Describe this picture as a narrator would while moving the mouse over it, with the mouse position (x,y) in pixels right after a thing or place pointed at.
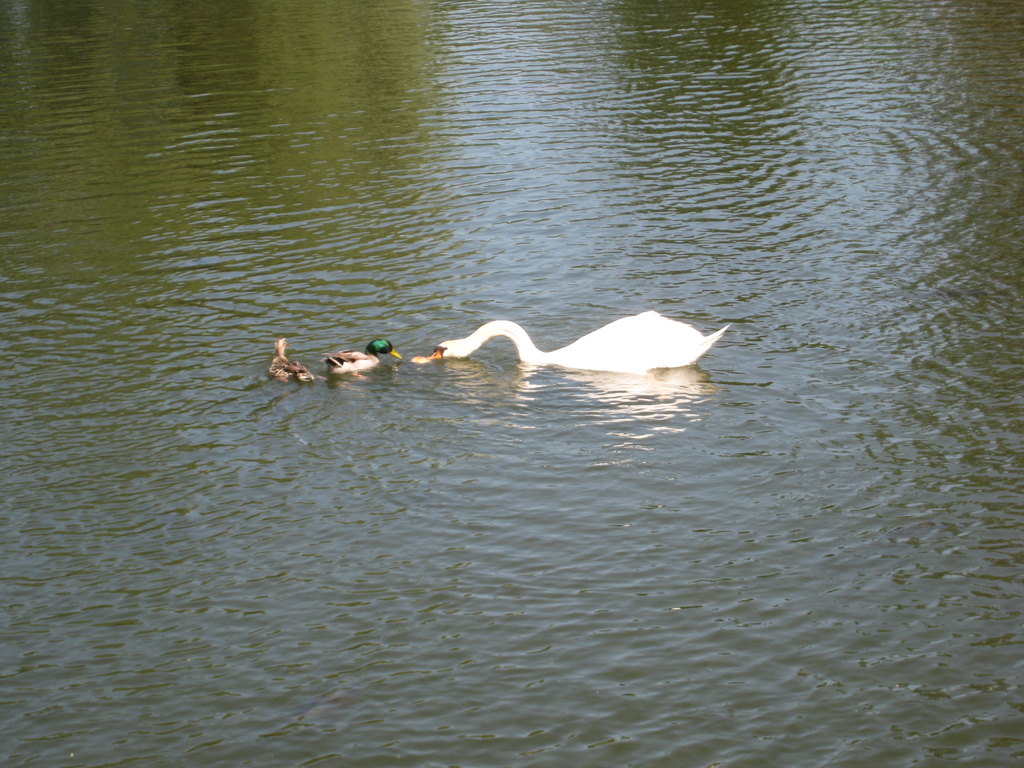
In the foreground of this image (670,465), there are ducks (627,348) in the water (405,399).
